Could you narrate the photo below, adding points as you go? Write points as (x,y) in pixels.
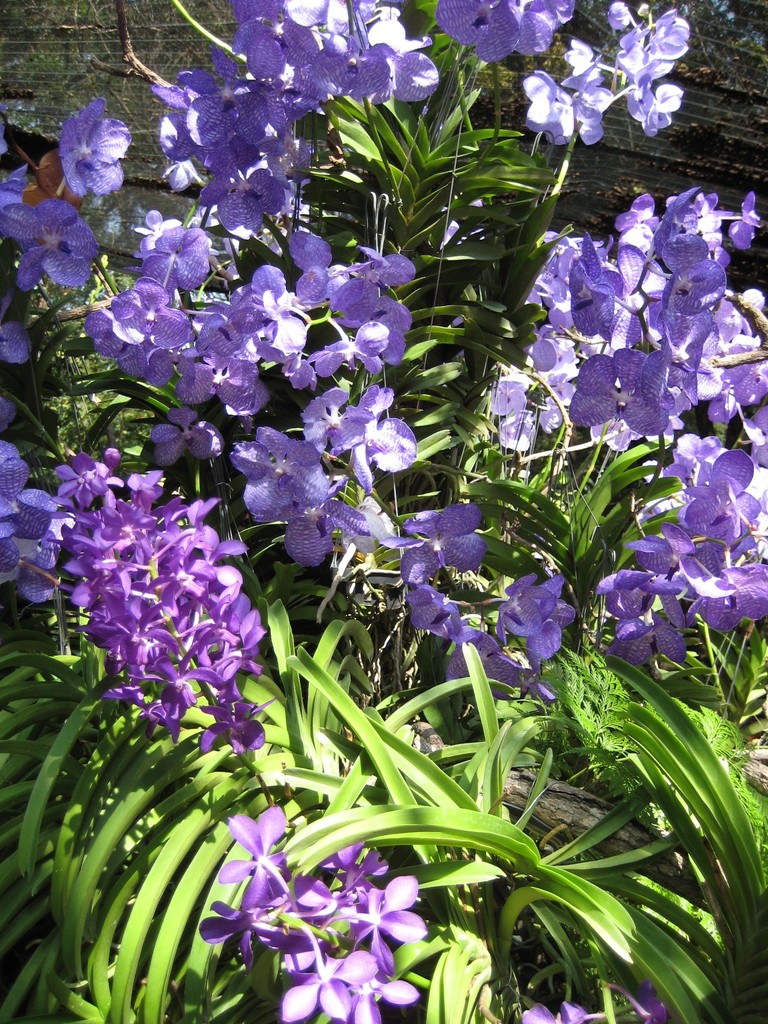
In this image we can see plants (440,684) and there are flowers (357,448). In the background (106,94) there is a wall (572,176).
